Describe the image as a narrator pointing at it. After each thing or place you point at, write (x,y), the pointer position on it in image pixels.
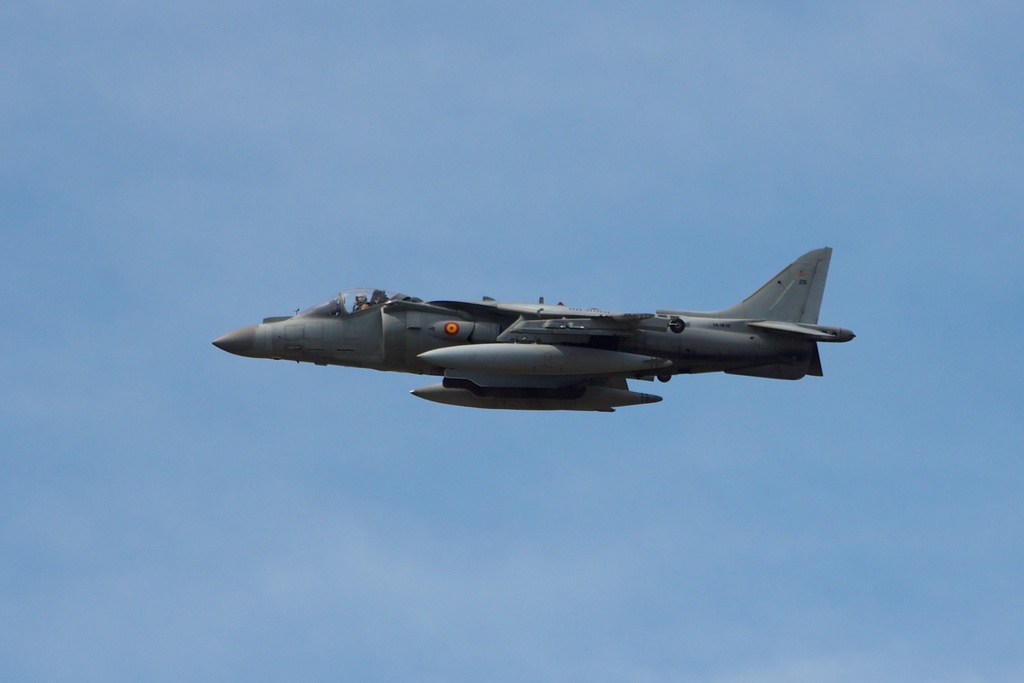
In this image we can see a clear and blue sky (777,454). A person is flying an aircraft (554,340).
